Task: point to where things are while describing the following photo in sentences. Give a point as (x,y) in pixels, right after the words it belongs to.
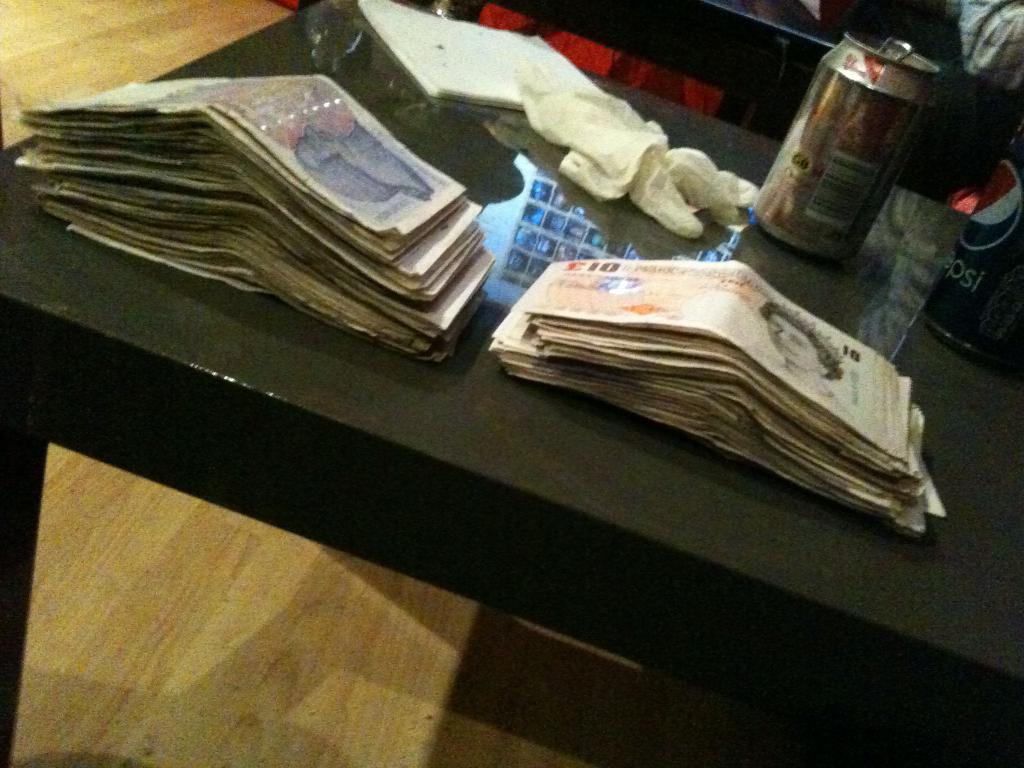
In this image I can see few currency notes (68,225), few tins (826,120) and few white color objects (584,110) on the table (476,313) and the table (455,414) is in black color.
